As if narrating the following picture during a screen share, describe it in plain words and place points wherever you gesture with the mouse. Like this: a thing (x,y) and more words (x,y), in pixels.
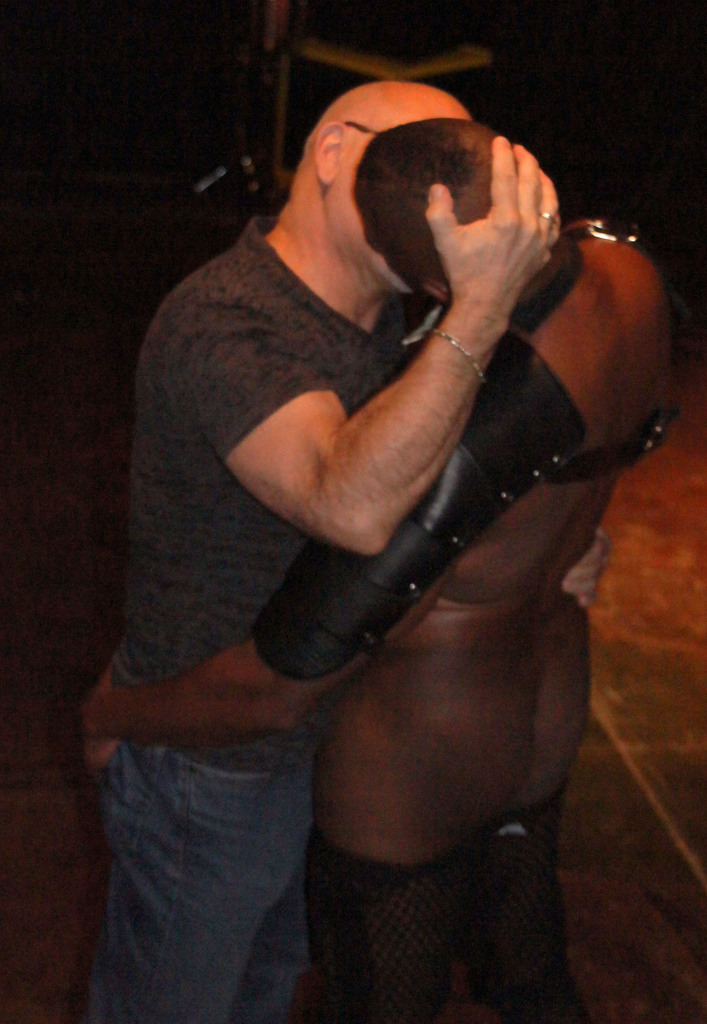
In this image there are two people (434,458) kissing.
